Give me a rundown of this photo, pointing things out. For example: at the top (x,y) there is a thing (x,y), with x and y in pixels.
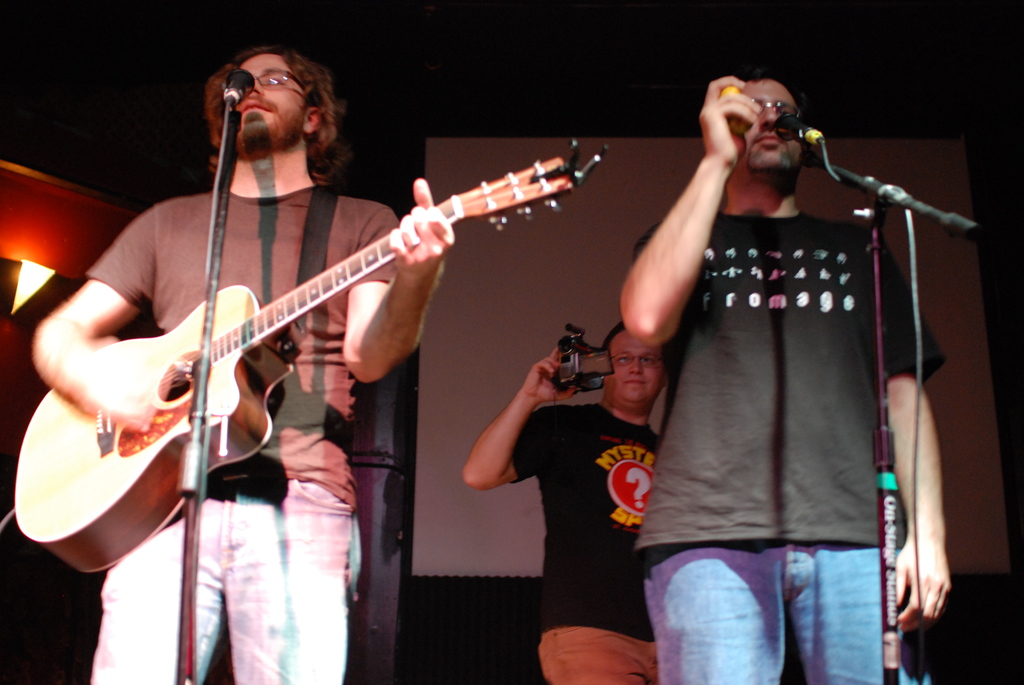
The person (269,218) wearing brown shirt (265,244) is playing guitar (246,342) in front of a mike (228,101) and the person (762,329) wearing black shirt (796,287) is standing in front of a mike (813,141) and in background (598,442) the person (598,442) is holding a camera (594,368) in his right hand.
